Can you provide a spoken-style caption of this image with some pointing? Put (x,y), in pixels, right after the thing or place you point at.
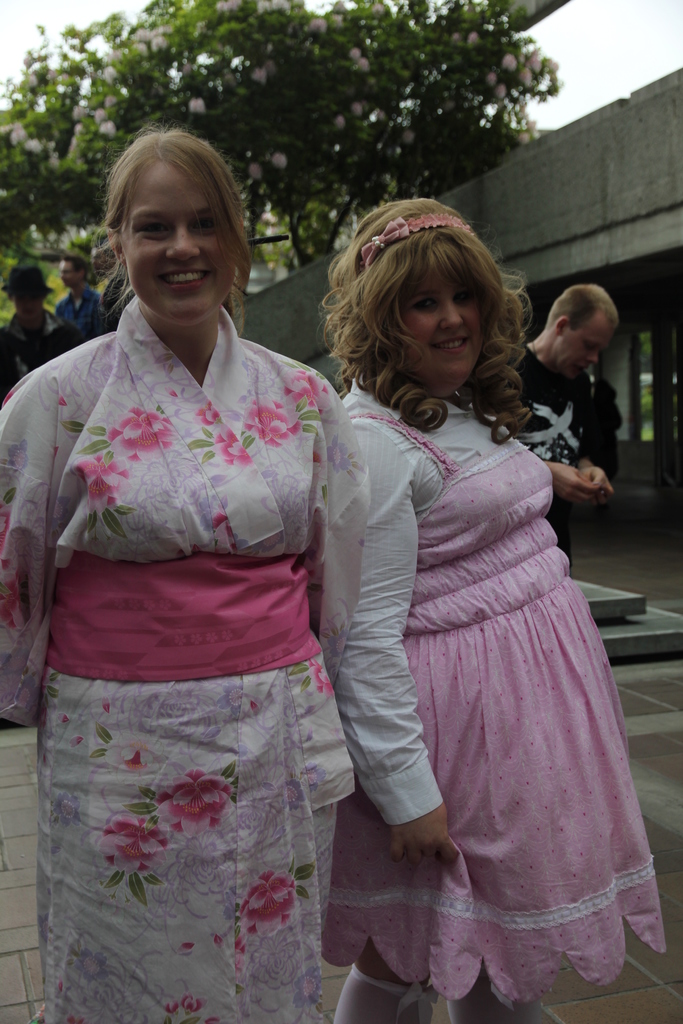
In this image, we can see a few people (544,941). We can also see the ground (650,738). There are some trees (288,99) with flowers (343,121). On the top right (578,31), we can also see a wall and the sky (577,23).
